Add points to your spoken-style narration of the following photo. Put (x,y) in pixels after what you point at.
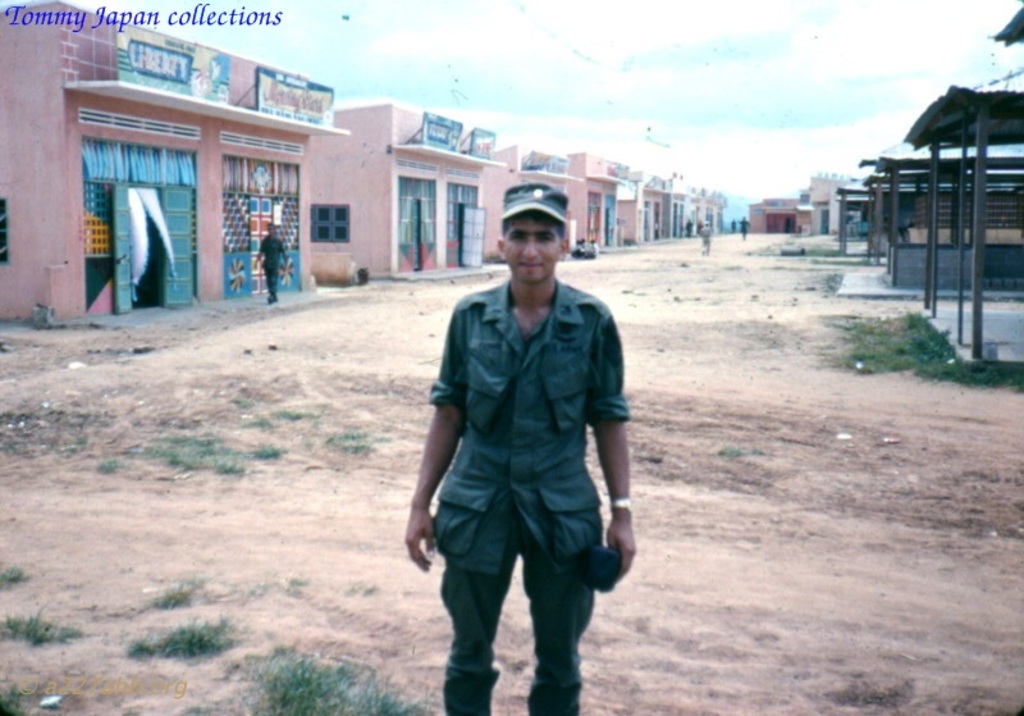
In this image there are people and we can see buildings (56,254). On the right (894,159) there are sheds (885,235). At the bottom (196,641) there is grass (293,667). In the background (828,29) there is sky (477,94).
